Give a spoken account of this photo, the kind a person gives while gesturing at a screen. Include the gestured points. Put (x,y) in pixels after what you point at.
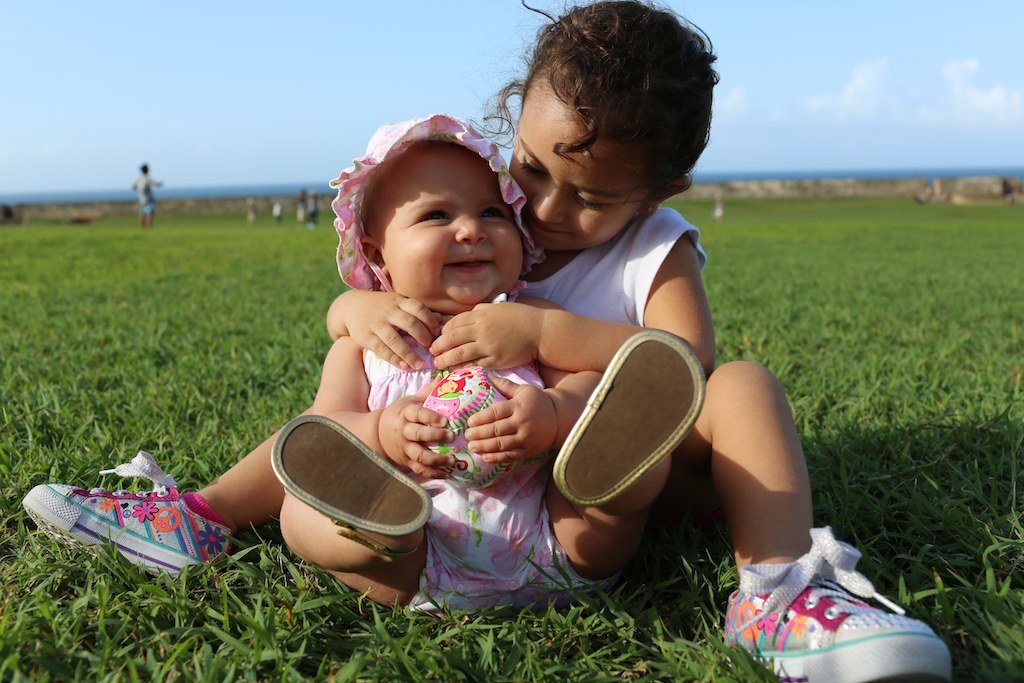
In this image there are two kids (433,595) sitting on a grassland (869,299), in the background (720,215) there are people (720,215) standing and there is a sky (865,98) and it is blurred.
